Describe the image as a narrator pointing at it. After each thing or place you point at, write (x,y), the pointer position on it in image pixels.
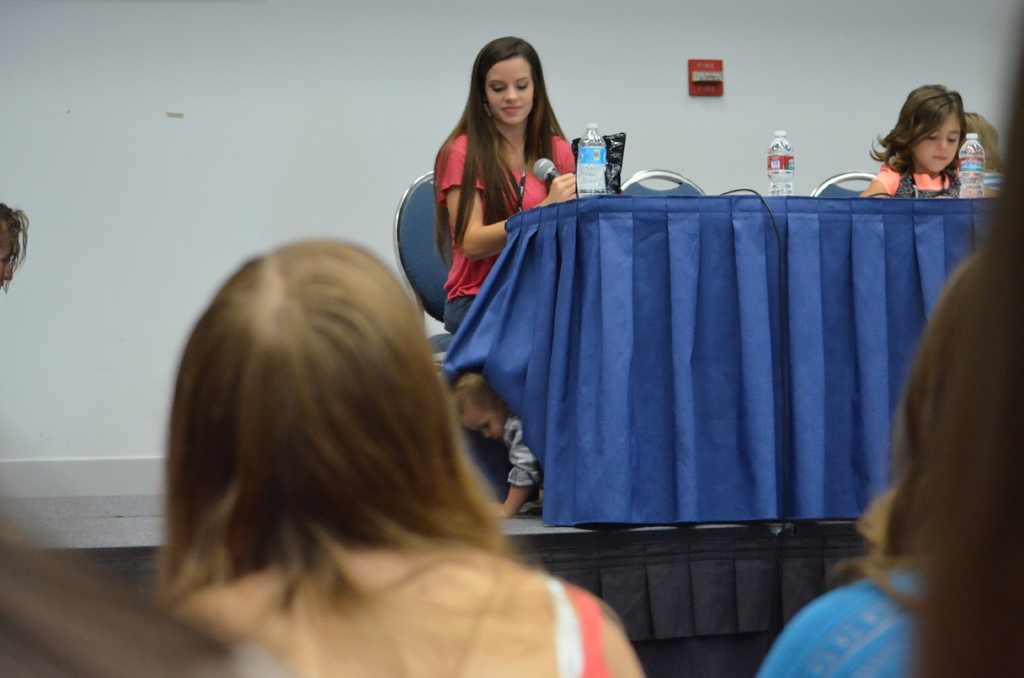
In the picture we can see a woman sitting on the stage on the chair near the desk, the desk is with blue color curtain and she is talking in the microphone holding it and beside her we can see a girl (943,95) is also sitting near the desk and a small boy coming out from the table curtain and in front of them we can see some people (1004,287) are sitting and in the background (219,236) we can see a wall (137,239) which is white in color.
